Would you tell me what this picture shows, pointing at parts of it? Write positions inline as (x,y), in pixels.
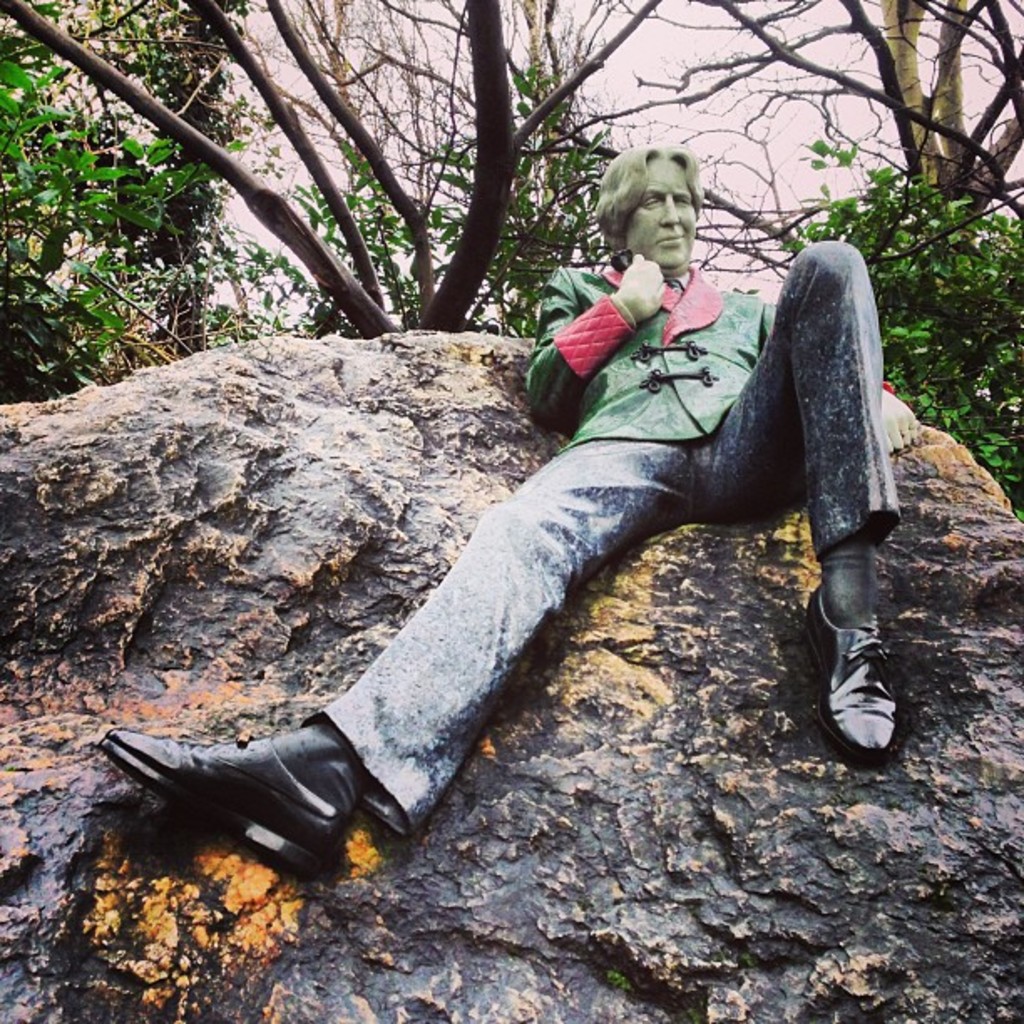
In this image there is a depiction of a person (427,614) sat on the rock (549,686). In the background (939,217) there are trees (453,200).
